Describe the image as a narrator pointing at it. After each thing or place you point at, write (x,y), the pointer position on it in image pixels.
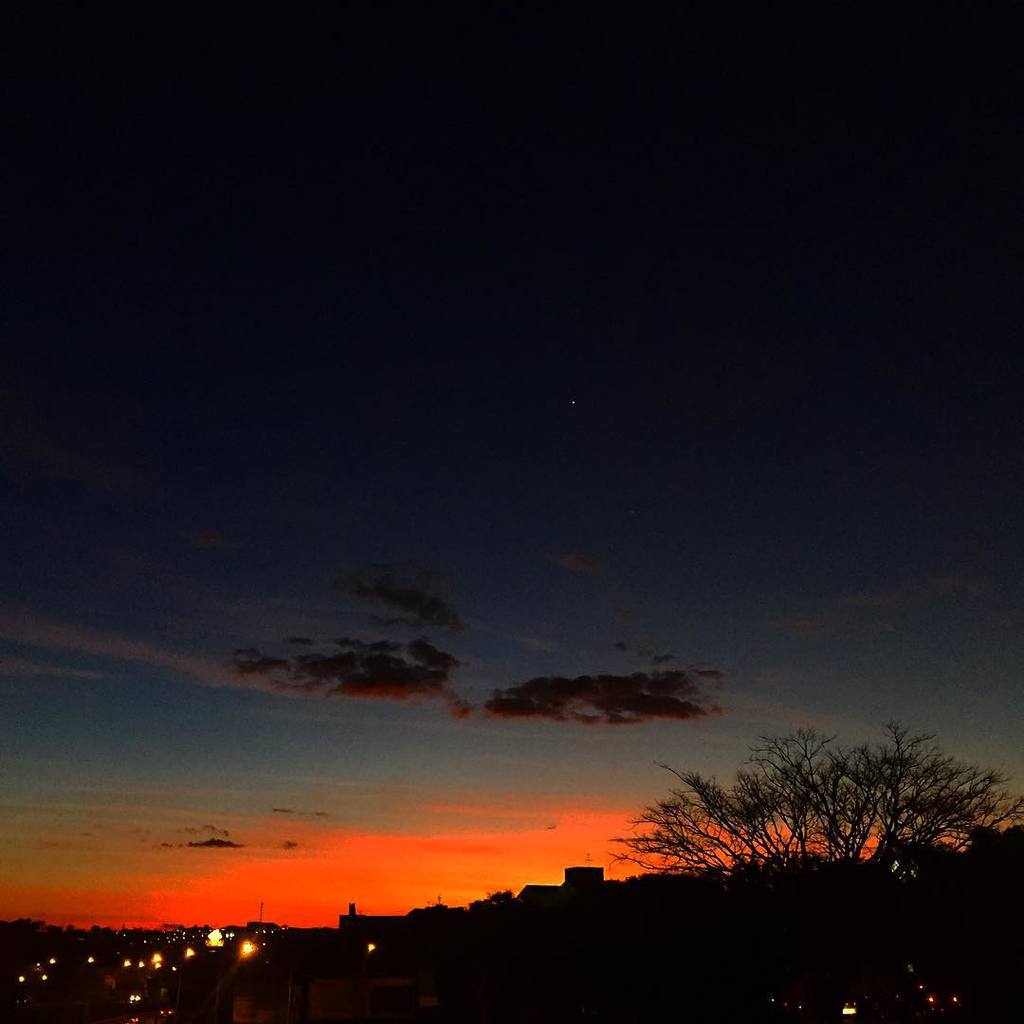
These are the clouds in the sky (600,556). At the bottom of the image (186,933), I can see the buildings (185,933) with the lights (144,964). This is a tree (803,815) with the branches (846,815).
